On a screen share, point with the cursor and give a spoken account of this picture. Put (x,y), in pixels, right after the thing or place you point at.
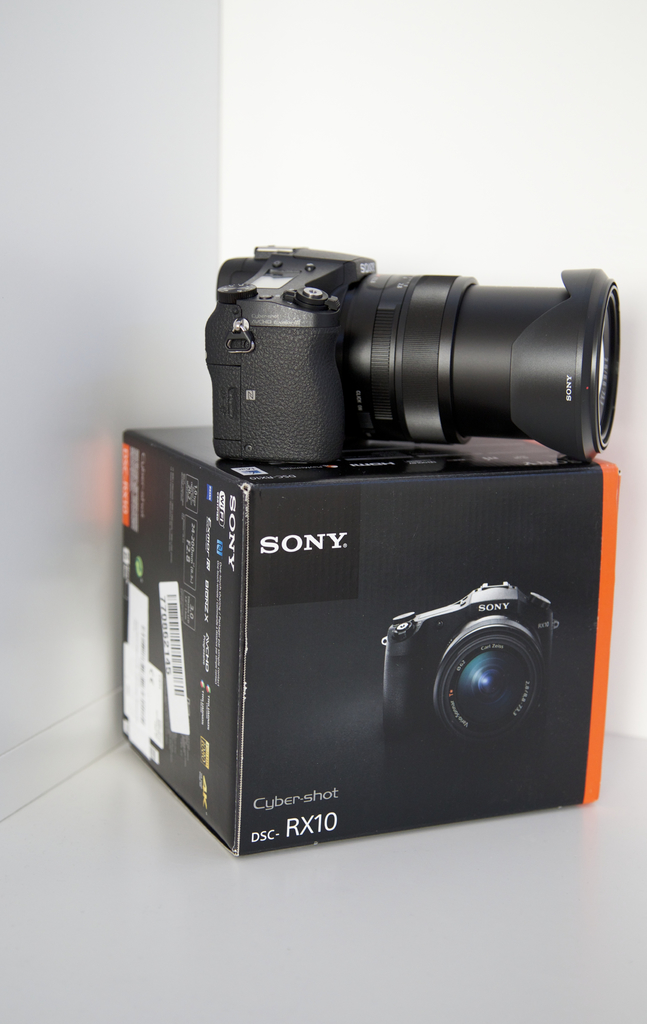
In this image there is a camera (359,400) which is kept on the camera box (298,650). In the background (321,180) there is a white color wall (393,143).
